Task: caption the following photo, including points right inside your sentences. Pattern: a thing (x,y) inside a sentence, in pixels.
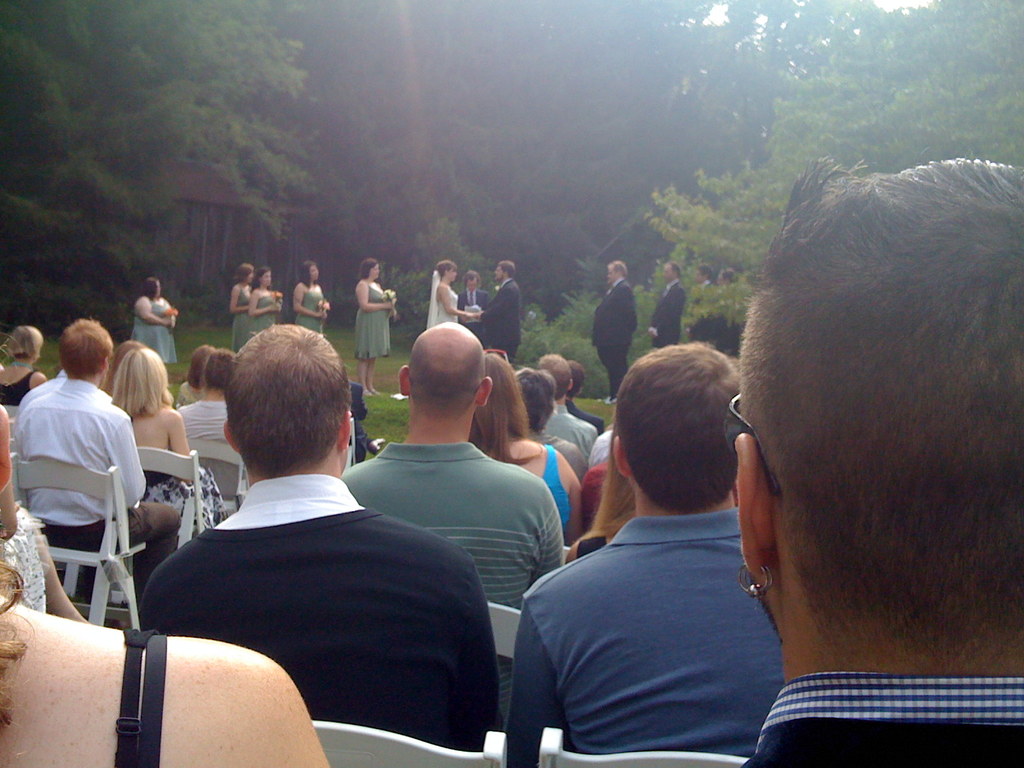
In this image I can see people (504,437) where few are standing and rest all are sitting on white colour chairs (32,461). I can also see number of trees (337,255) and I can see few of them are wearing black dress (517,316).
